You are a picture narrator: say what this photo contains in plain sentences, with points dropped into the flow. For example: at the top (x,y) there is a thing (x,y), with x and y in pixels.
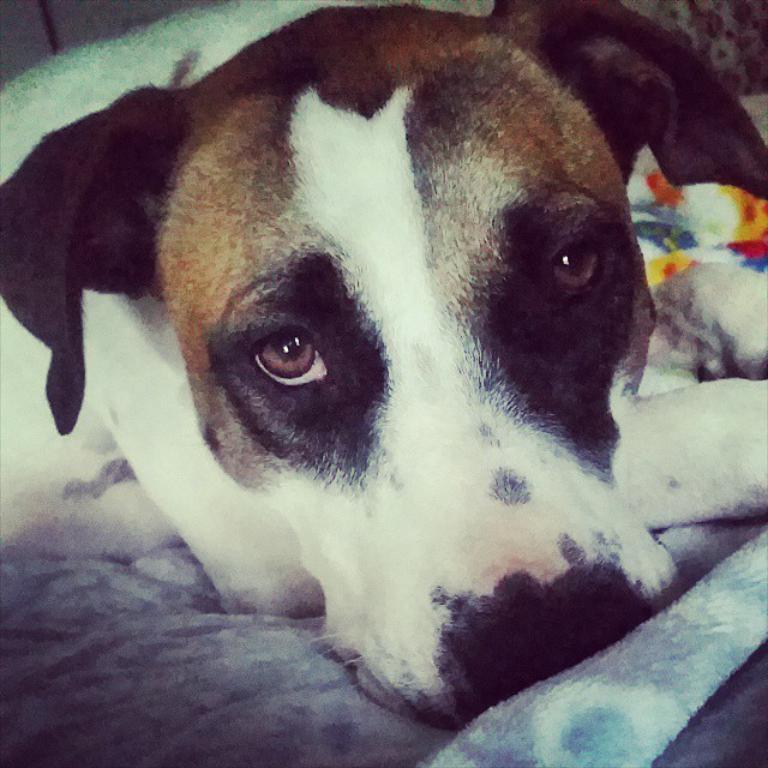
In this image we can see a dog (364,467) lying on the quilt (292,657).
